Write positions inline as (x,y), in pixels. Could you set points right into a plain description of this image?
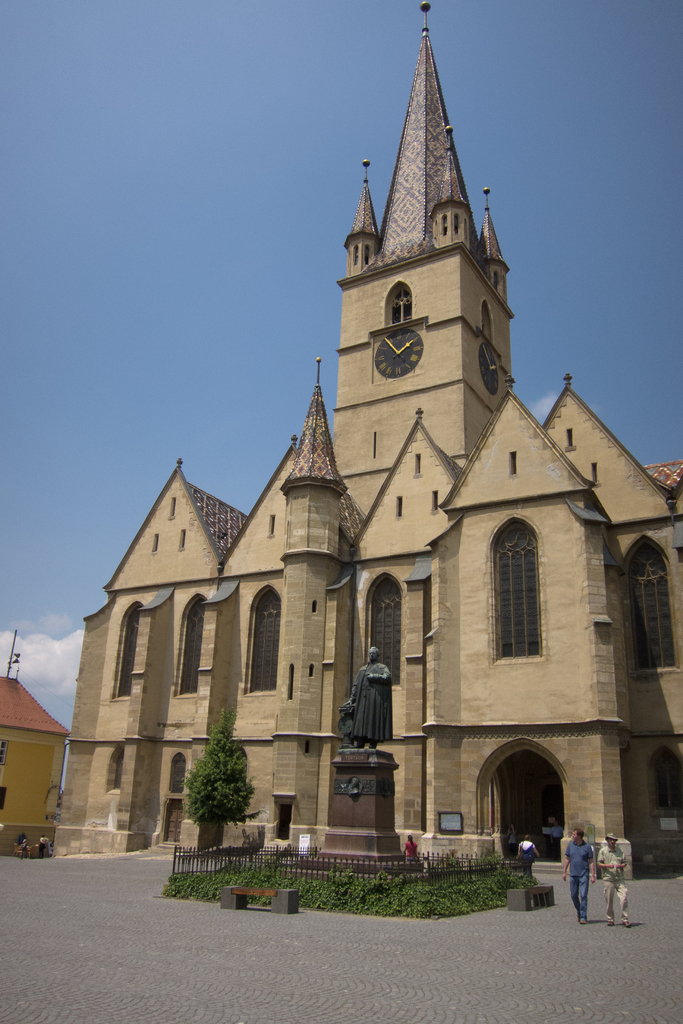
This is a picture of the cathedral (405,659) and there is a tree (216,747) beside it. We can see a sculpture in front of the cathedral (436,662) and it is surrounded by an iron fence (468,869) and plants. There are few people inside the cathedral (586,695) and two people (585,891) are walking, there is a building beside the cathedral (597,701) and the sky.
